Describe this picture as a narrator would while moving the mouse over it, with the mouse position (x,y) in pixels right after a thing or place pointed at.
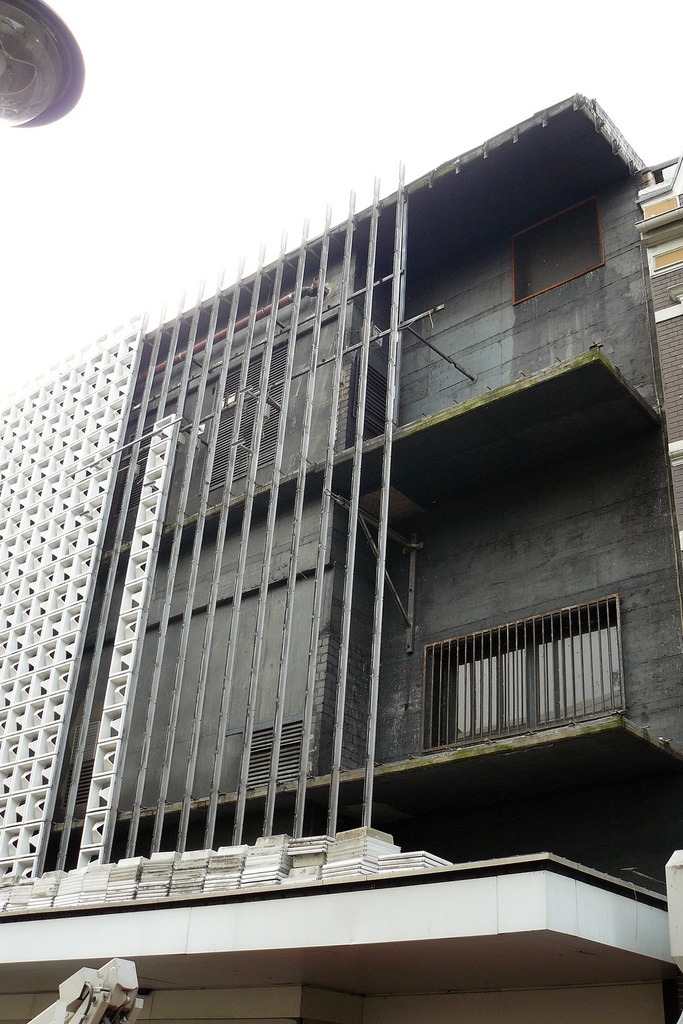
We can see building (671,705), light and sky (170,104).
